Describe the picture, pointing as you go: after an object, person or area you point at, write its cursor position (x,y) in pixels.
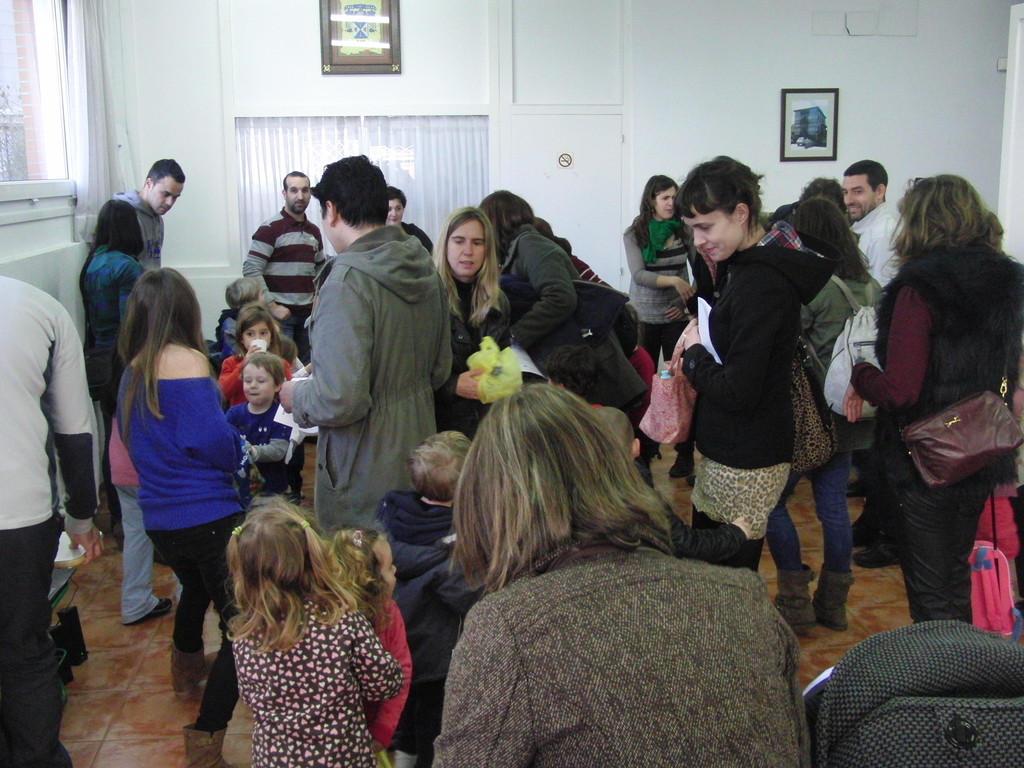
There are men (396,337), women (552,343) and children (259,431) in this room (662,457). In the back (509,117) there's a wall (221,91) with curtains (403,150) and photo frames (790,140).
